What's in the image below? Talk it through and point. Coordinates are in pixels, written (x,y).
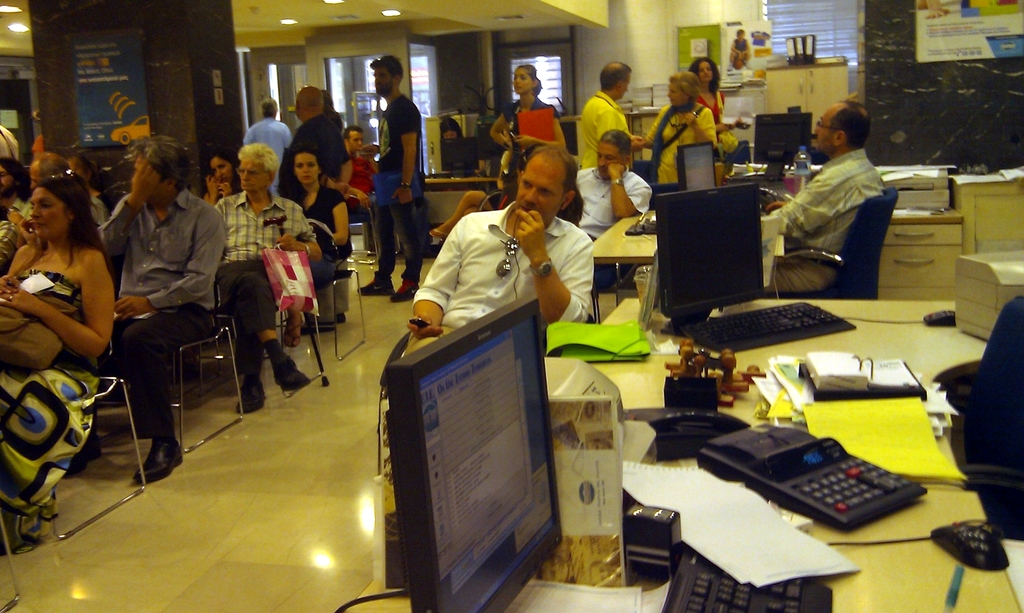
In the picture I can see people (427,297) among them some are standing on the floor (361,445) and some are sitting on chairs (115,387). I can also see tables (656,363) which has keyboards (750,605), monitors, papers (749,508) and some other objects (748,484). I can also see cupboards (936,234), lights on the ceiling (417,19), windows (365,75), walls (436,45) and some other objects (766,477).
